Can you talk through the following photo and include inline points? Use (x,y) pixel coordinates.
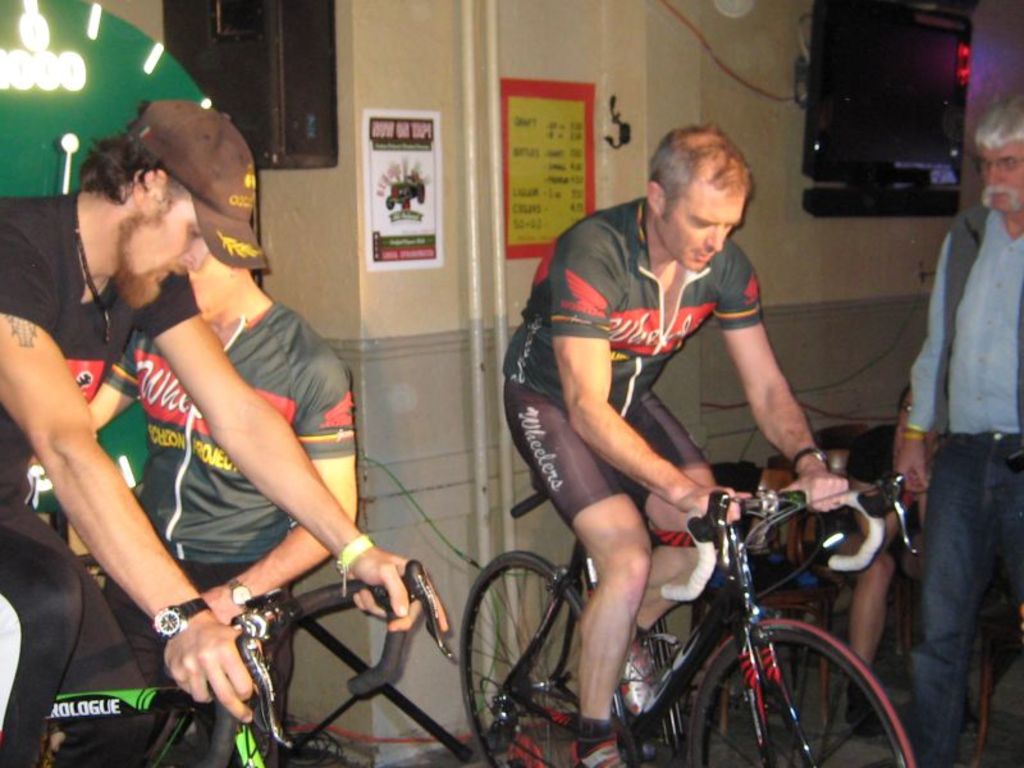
This is the picture taken in a room (369,447), there are two persons (581,526) are riding their bicycles (362,674) and other two persons (934,727) are standing on the floor (862,714). Behind the people (196,550) there is a wall (487,156) on the wall (452,214) there are posters (518,199) and a television (867,155).
